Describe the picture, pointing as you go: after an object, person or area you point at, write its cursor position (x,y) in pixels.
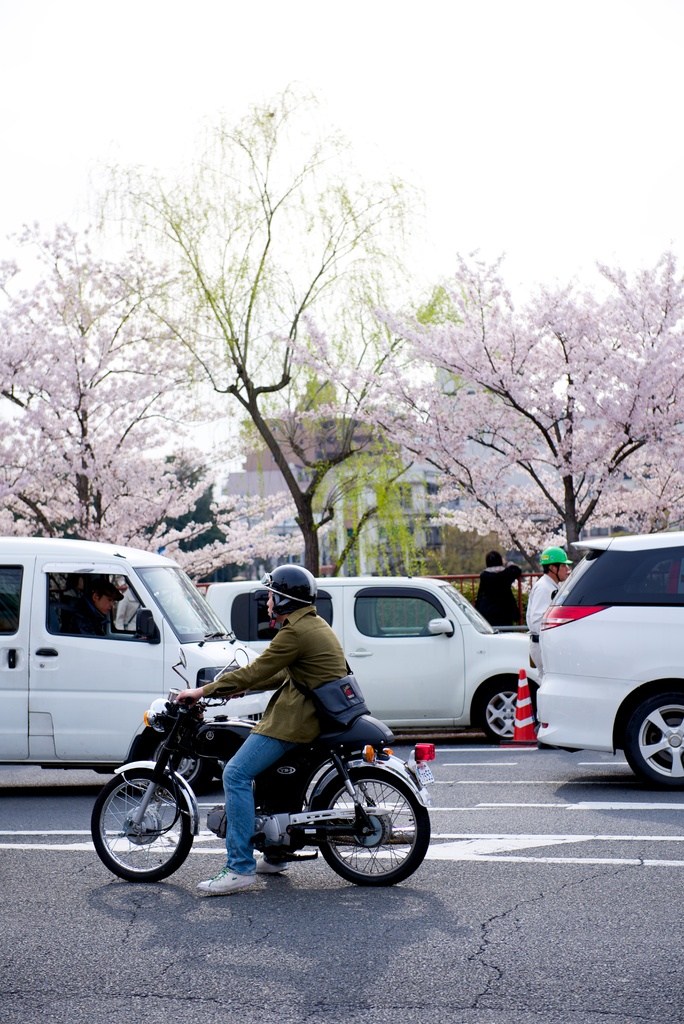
There is a person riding a motorcycle (158,827) on the road (418,871). Here we can see three cars (463,664) on the road (576,867). In the background (104,527) we can see trees (400,456) and a sky (553,124).
